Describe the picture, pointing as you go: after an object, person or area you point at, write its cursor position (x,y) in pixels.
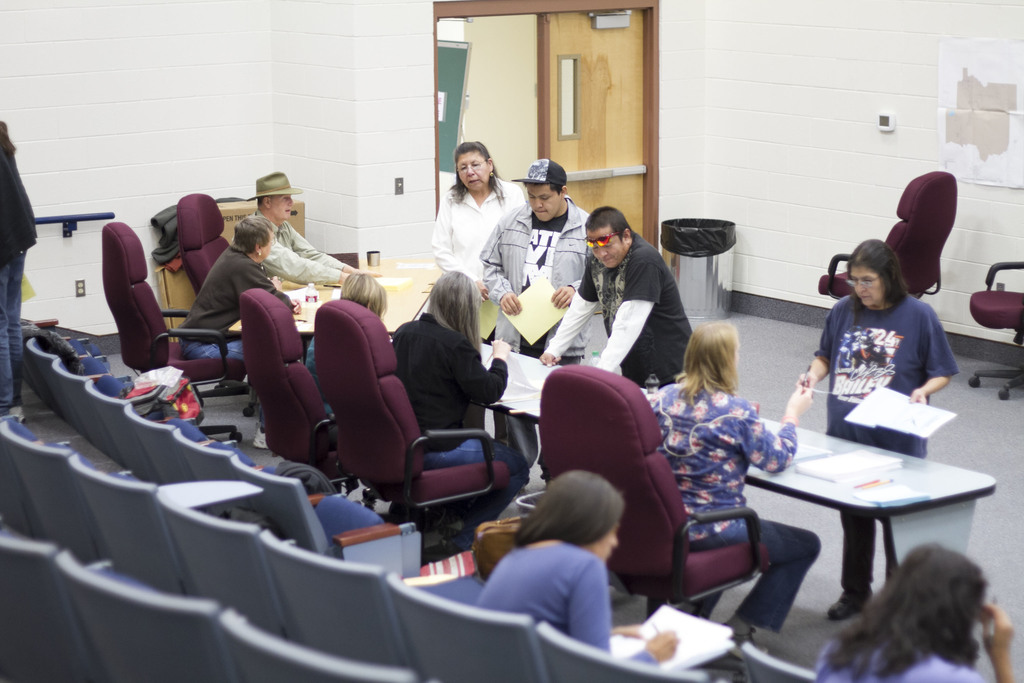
In this image it seems like a hall (499,104) in which there are people (469,374) who are sitting in the chairs (262,383) near the table (797,495). There are few other people (848,324) who are standing near the table (873,478) and talking with the people (705,430) who are sitting. At the background (793,238) there is wall (835,88), door (600,75) and dustbin (712,247).
